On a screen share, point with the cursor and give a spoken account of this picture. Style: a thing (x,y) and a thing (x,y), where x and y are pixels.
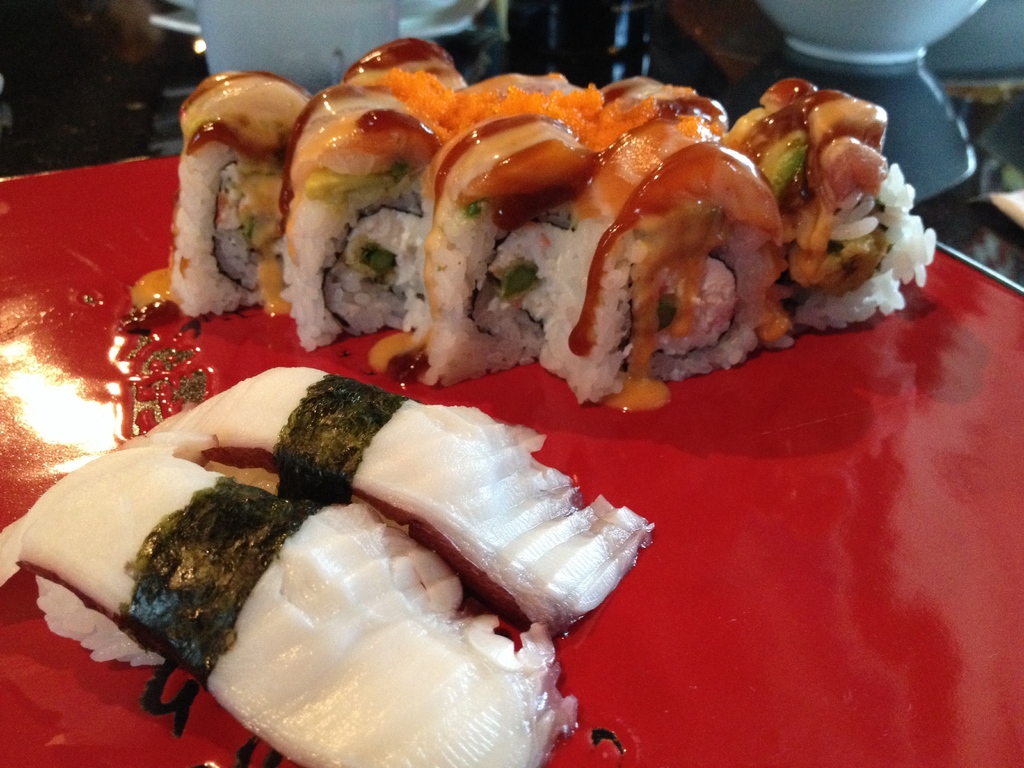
In this image I can see red colour thing (57,215) and on it I can see food (338,251). I can see colour of food (507,245) is brown and white.
